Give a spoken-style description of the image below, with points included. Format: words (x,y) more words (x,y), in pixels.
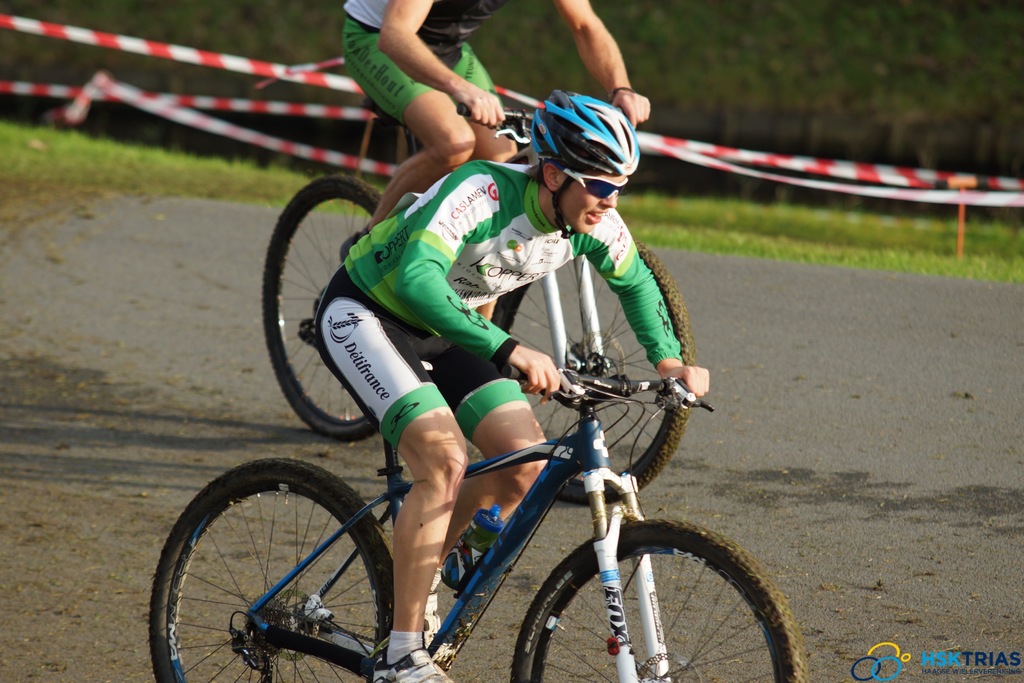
In this image we can see two persons (437,263) riding the bicycle (545,479) on the road (713,501). In the background (103,164) we can see the grass (691,207) and also ropes (155,95) to the pole (965,187). In the bottom right corner (925,658) we can see the logo (887,648) and also the text (951,665).
